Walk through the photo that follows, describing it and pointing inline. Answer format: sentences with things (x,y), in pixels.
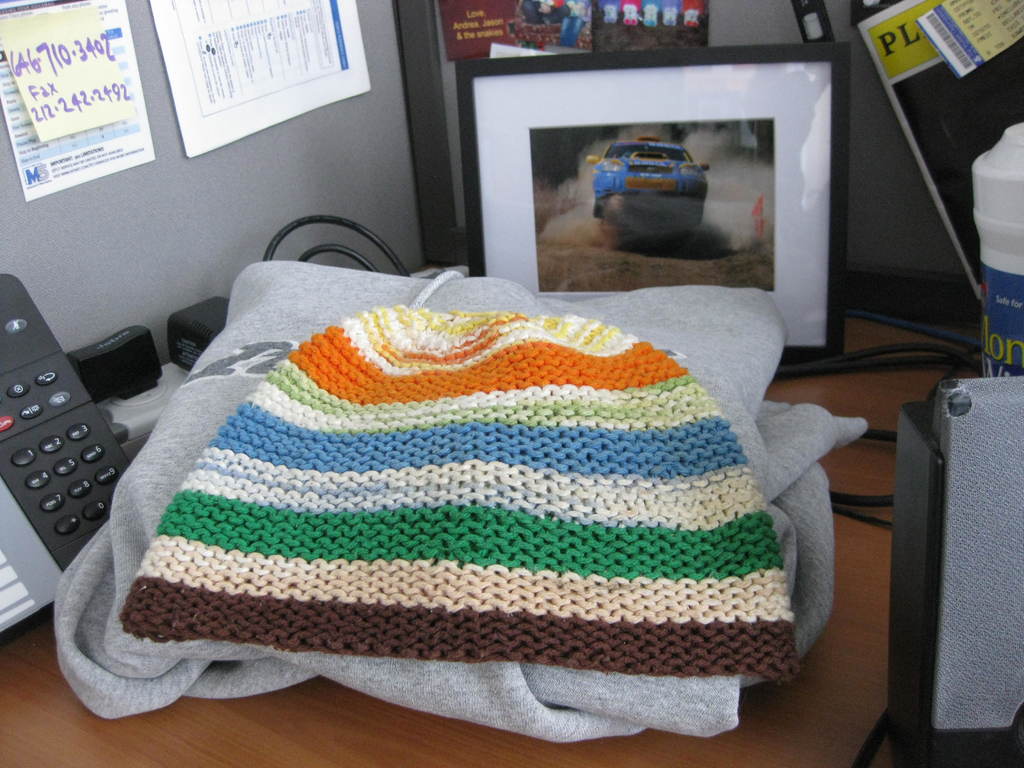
In the image we can see a telephone (38,373), cable wire (285,232), frame (571,153), papers (244,111), clothes (277,339), and cap (450,464).
